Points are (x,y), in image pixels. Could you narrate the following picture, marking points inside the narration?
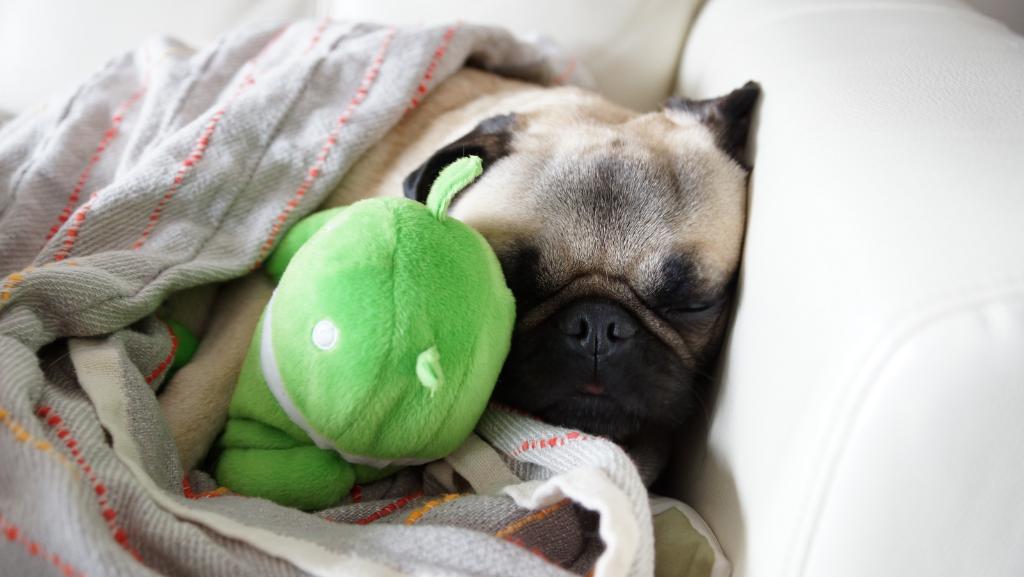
this is a picture of a dog (432,121) sleeping on a couch (856,30) and a blanket (216,71) covered on it. even we can see a toy (290,292).
